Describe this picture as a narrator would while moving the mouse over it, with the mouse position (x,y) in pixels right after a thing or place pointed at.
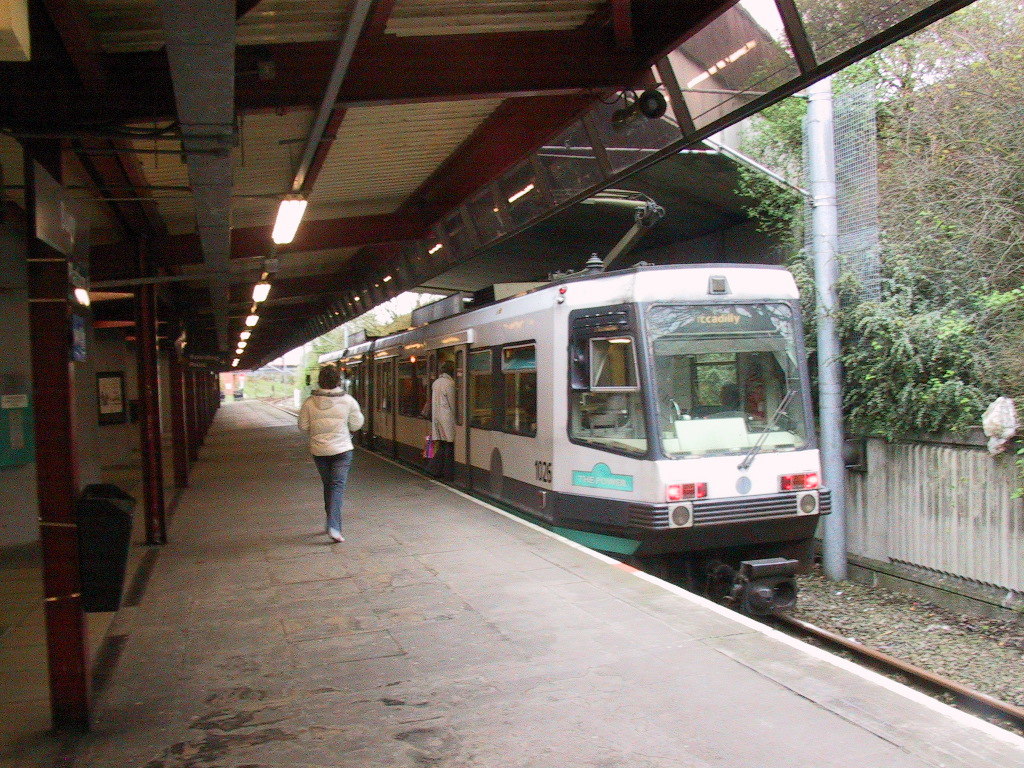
Train (582,382) is on the track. To this train (652,379) there are glass windows (347,374). Left side of the train (468,381) we can see a person (340,533) is walking on this platform (245,523). Near this train (368,389) we can see another person (443,370). Lights (257,302) are attached to the open shed (299,114). Here we can see bin (108,530) and boards (104,408). Right side of the train (516,409) we can see trees (941,330), fence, pole (827,430) and mesh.
